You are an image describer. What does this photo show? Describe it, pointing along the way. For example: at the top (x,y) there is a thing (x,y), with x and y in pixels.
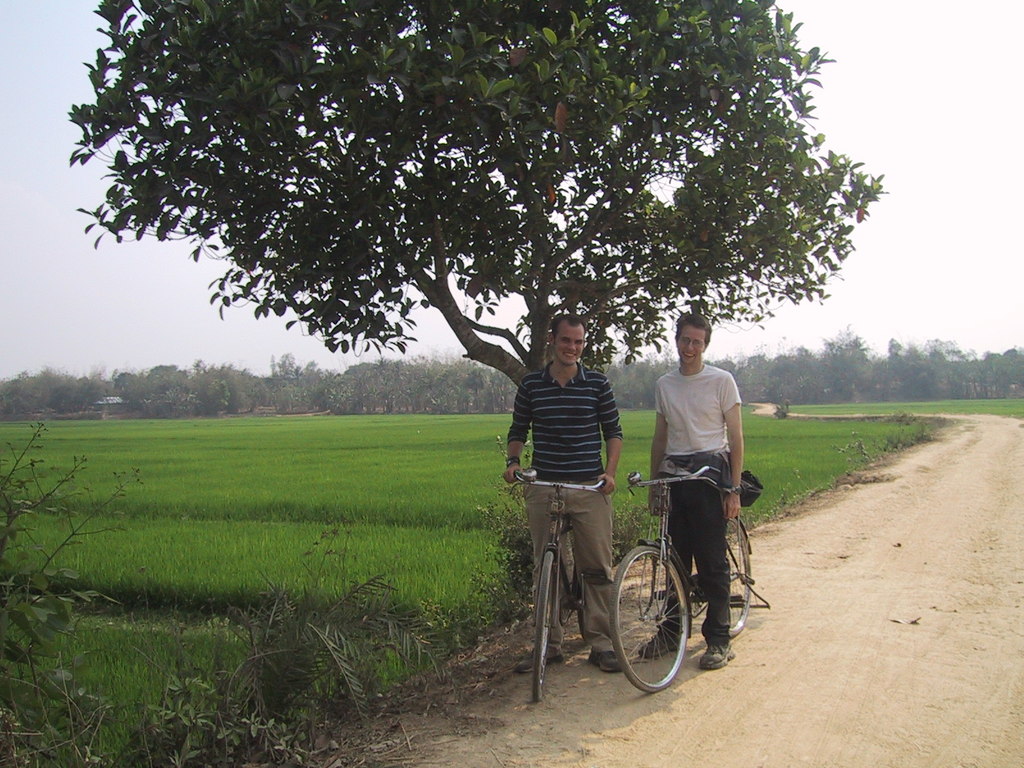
two mans (691,517) standing beside bicycles (679,626) under the tree (563,131). here the paddy field (187,472). Background (76,381) we can see a group of trees (442,391), here it's a road (953,558) and the sky (926,73) is open there is no clouds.
